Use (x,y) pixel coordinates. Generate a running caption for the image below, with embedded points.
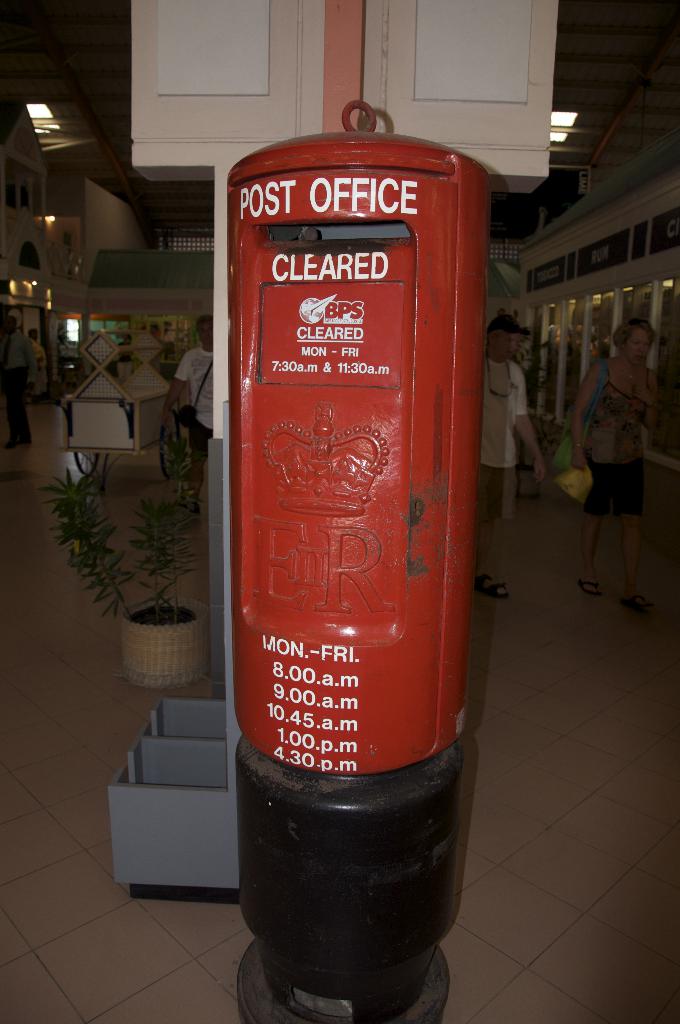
In this image I can see in the middle (448,660) there is the post box (329,548), beside it there are plants (173,586). On the right side (491,589) two persons (595,521) are walking, at the top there are ceiling lights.
